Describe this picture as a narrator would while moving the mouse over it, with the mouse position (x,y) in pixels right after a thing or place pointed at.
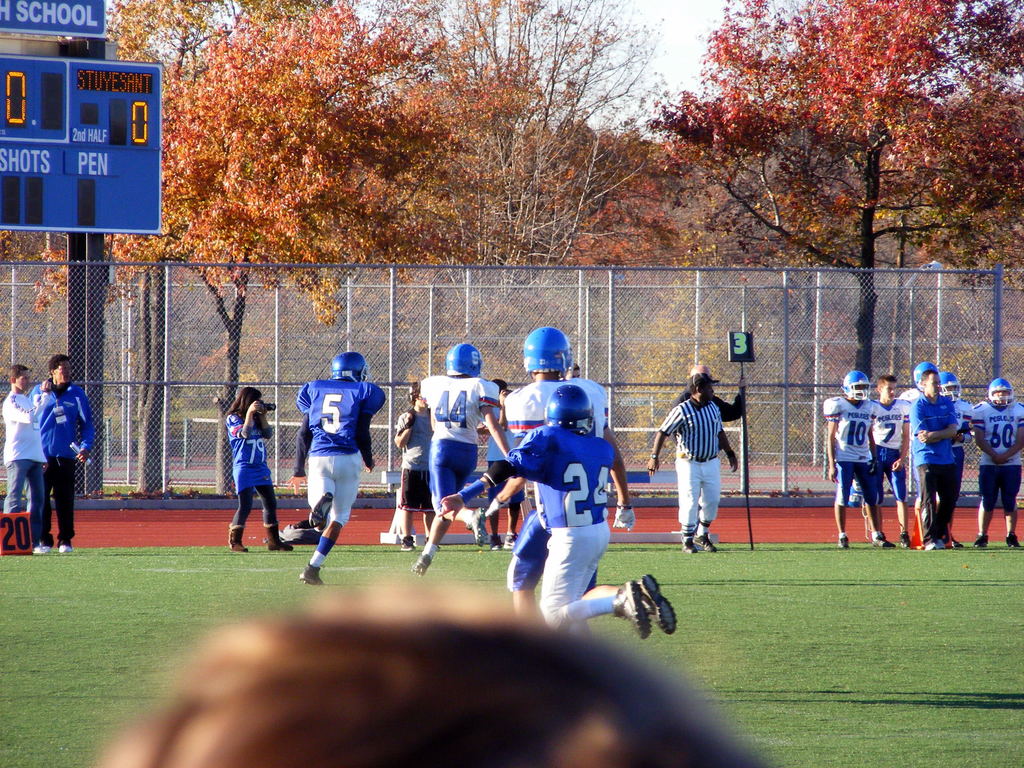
In this image I can see group of people (580,477) playing. In middle (452,282) there is a fence (452,282). In the background (442,73) there are few trees (569,181). There is some grass (789,614) on the ground (173,573).
